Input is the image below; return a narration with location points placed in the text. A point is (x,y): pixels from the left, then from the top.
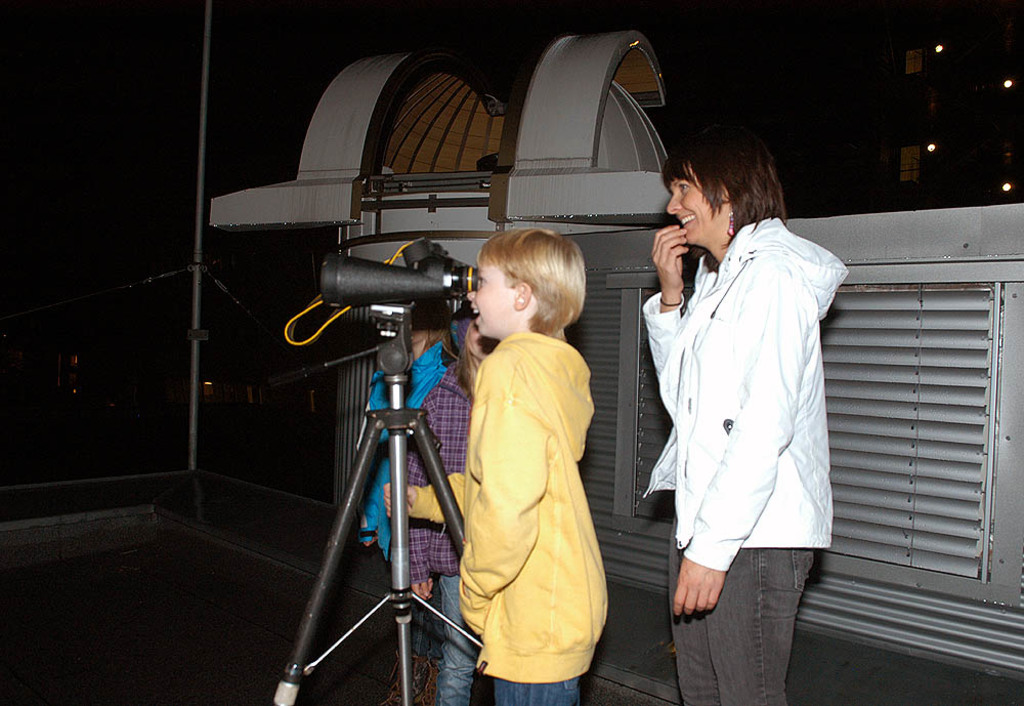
In this image, there are four persons (777,438) standing and I can see binoculars (364,302) with a tripod stand (387,316). In the background (473,175), I can see a pole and the rooftop (542,144). On the right side of the image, there are lights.
